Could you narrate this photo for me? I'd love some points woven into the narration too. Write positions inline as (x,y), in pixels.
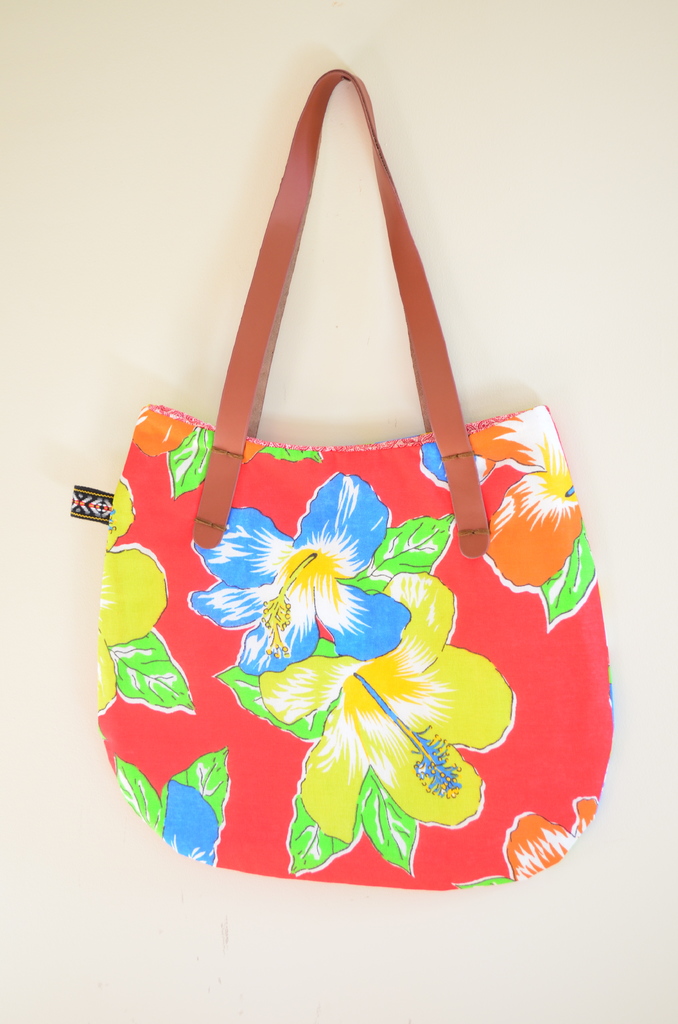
In this picture we can see a colorful bag (374,535) with blue and yellow flowers painting (335,643) on it with red color belt (270,274).
